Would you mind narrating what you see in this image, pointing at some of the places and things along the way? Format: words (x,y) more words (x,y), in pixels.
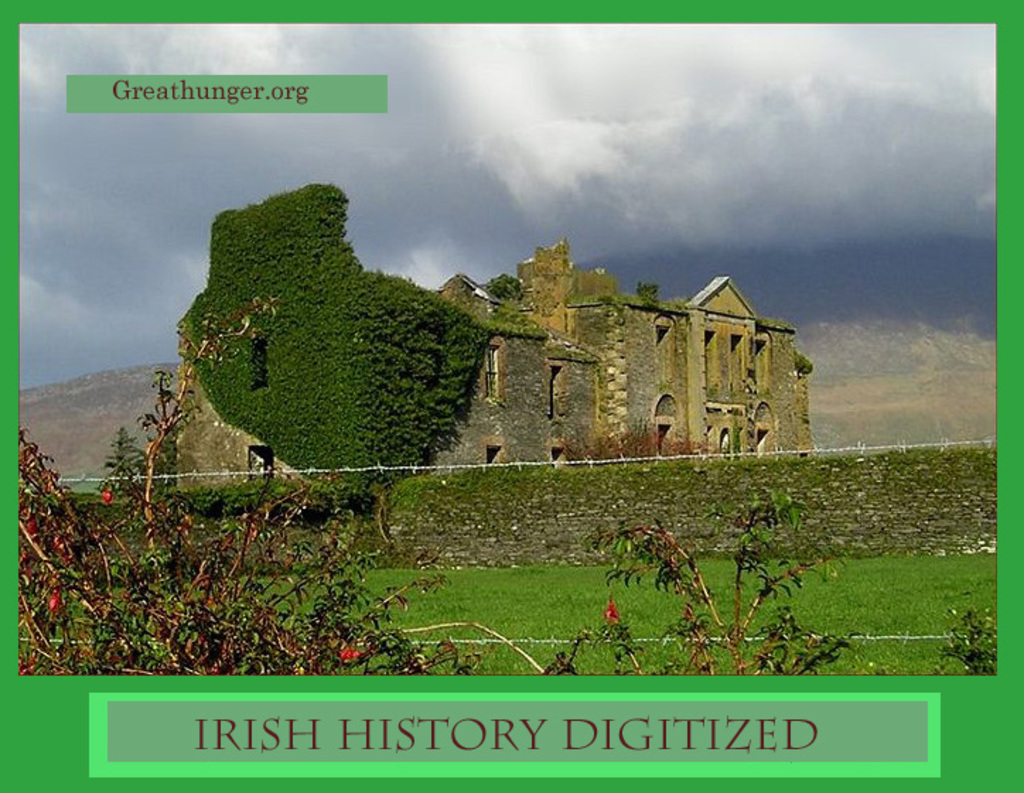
This is a screen (874,676) having texts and an image (470,277). In the image, we can see there are plants (738,656), a fence (382,465), a building (479,407), trees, grass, mountains (852,359) and there are clouds (576,172) in the sky (907,154).
